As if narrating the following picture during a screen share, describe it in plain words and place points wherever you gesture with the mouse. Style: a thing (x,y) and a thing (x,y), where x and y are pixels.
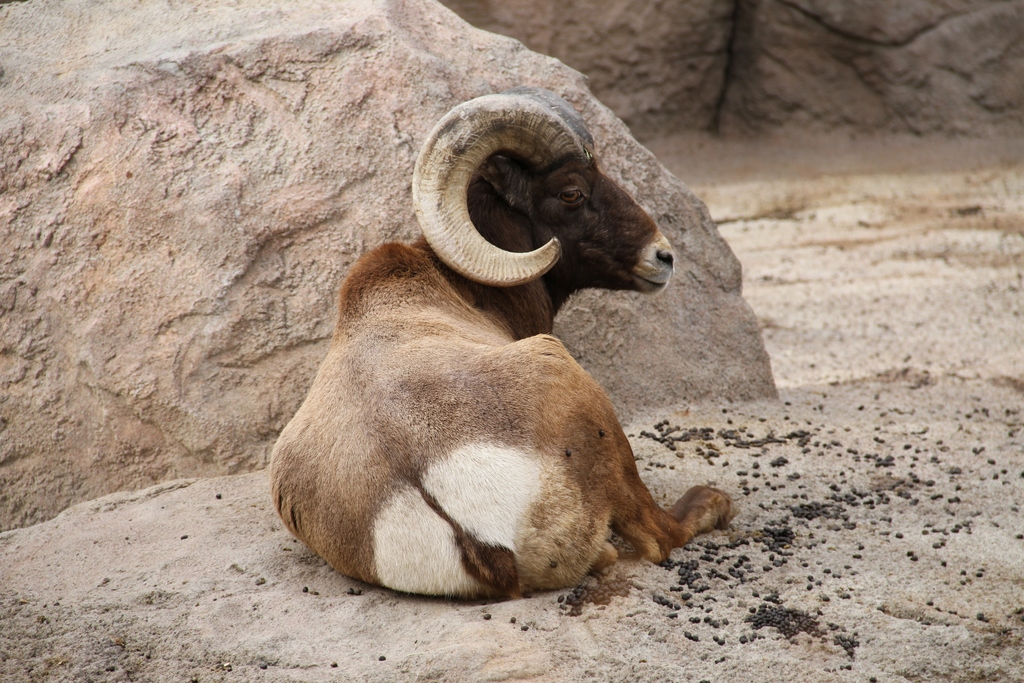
In the image there is a sheep (453,440) sitting on the ground (531,600). In the background (656,44) there are rocks (291,126).
